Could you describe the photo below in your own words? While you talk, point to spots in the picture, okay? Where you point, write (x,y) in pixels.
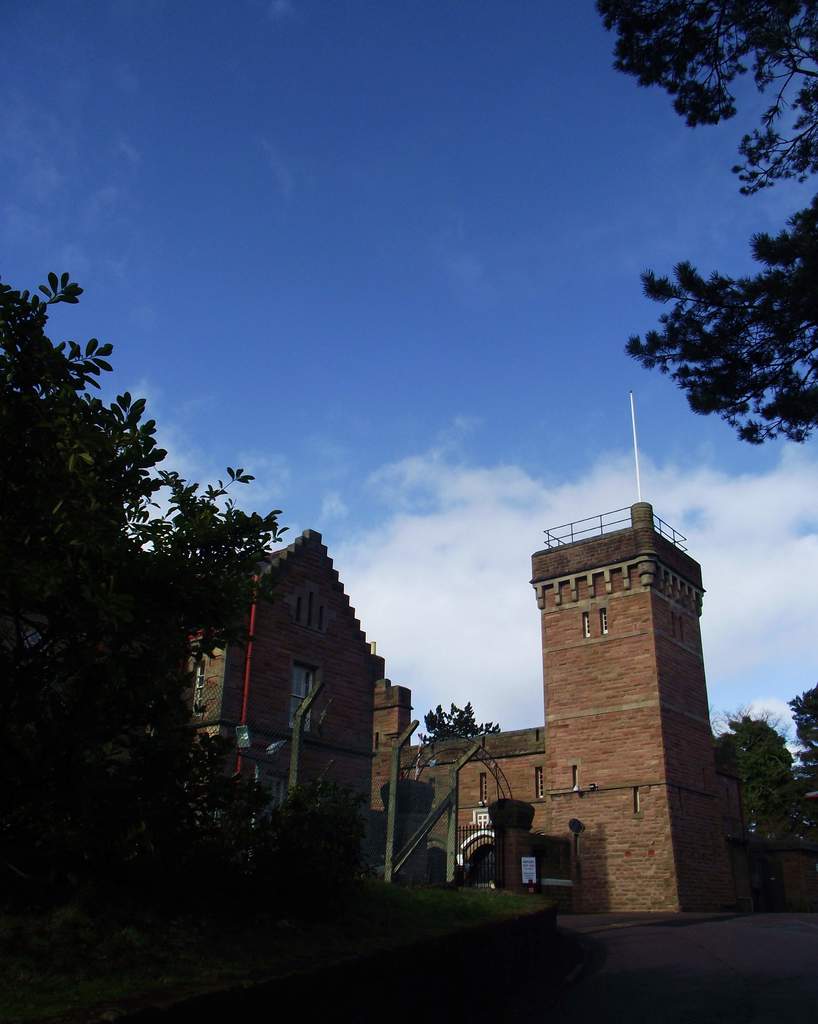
In this image I can see few buildings (465,787), windows (303,670), fencing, gate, trees (135,579) and a board (530,865). The sky (332,163) is in blue and white color.
